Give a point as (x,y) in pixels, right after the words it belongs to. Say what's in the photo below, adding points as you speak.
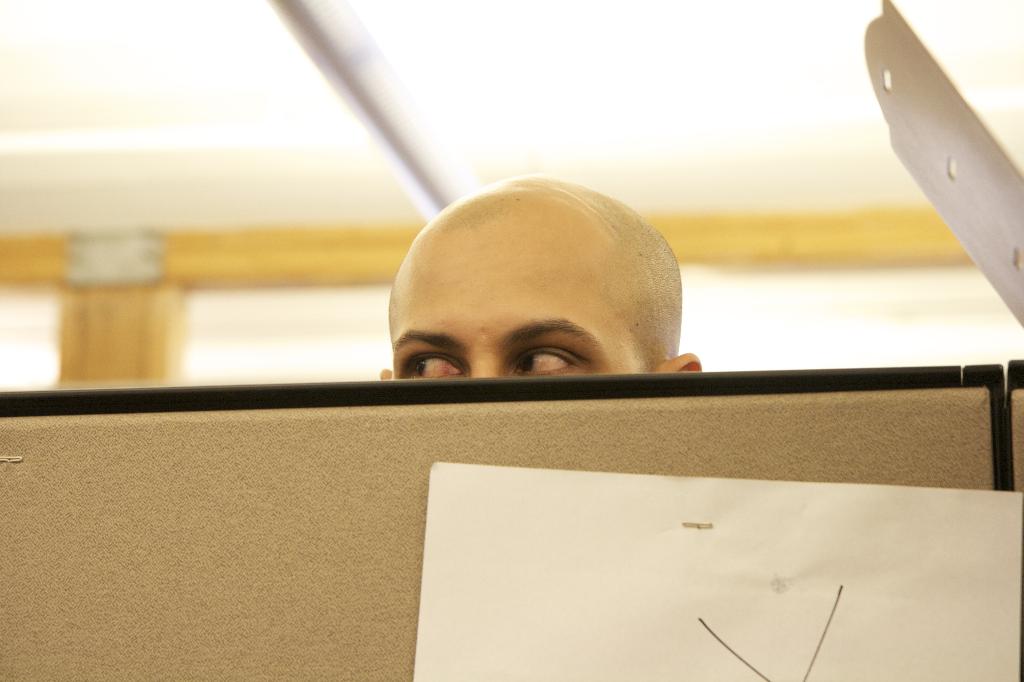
In the center of the image (544,270) we can see a human head (573,286), board (412,555) and paper (539,560). On the right side of the image (934,200), we can see an object (978,171). In the background (1010,138), we can see it is blurred.
